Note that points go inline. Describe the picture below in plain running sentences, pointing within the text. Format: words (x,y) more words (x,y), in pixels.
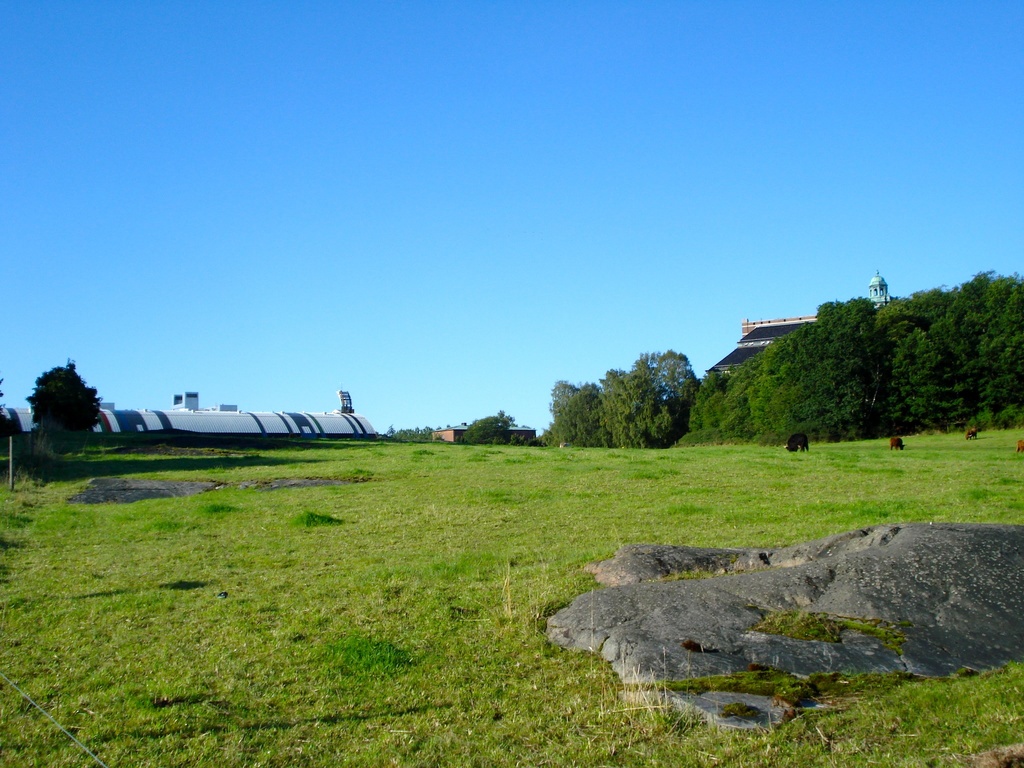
In this image we can see trees (646,392), here is the grass (630,515), here is the rock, here is the house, at above here is the sky (310,202).
